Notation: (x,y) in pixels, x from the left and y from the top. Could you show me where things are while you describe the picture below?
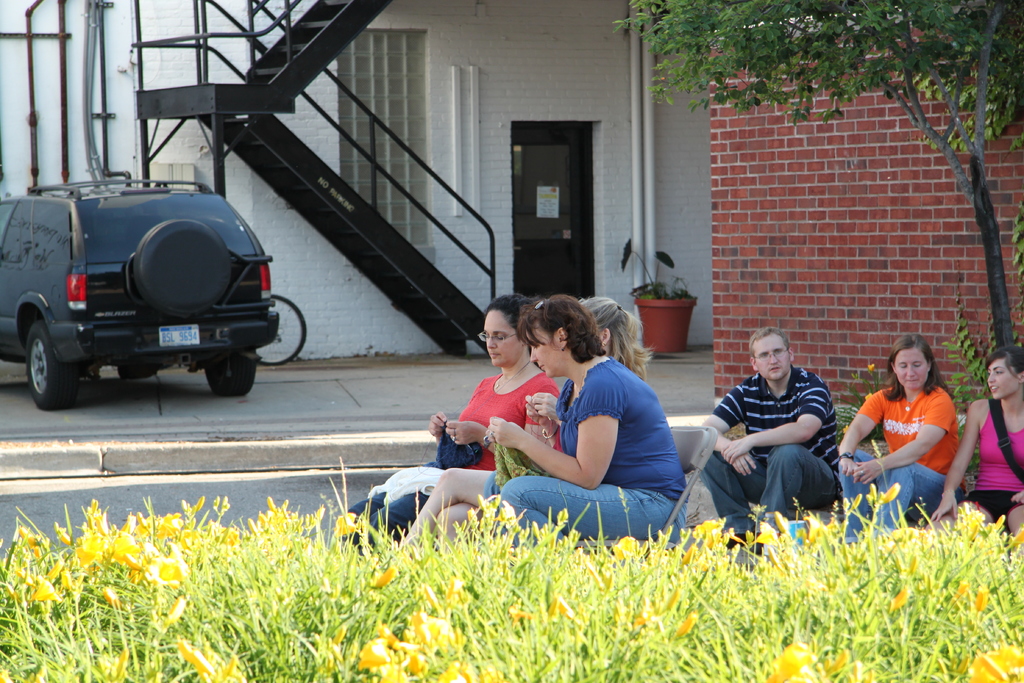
In this image there is a group of persons (646,407) sitting on the chairs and there are some plants (529,592) in the bottom of this image (632,566). There is a building (500,231) in the background (569,145). there is a tree (971,153) on the right side of this image (993,209) and there is a stair (351,138) as we can see at the top of this image, and there is a vehicle (154,285) on the left side of this image (83,293).
